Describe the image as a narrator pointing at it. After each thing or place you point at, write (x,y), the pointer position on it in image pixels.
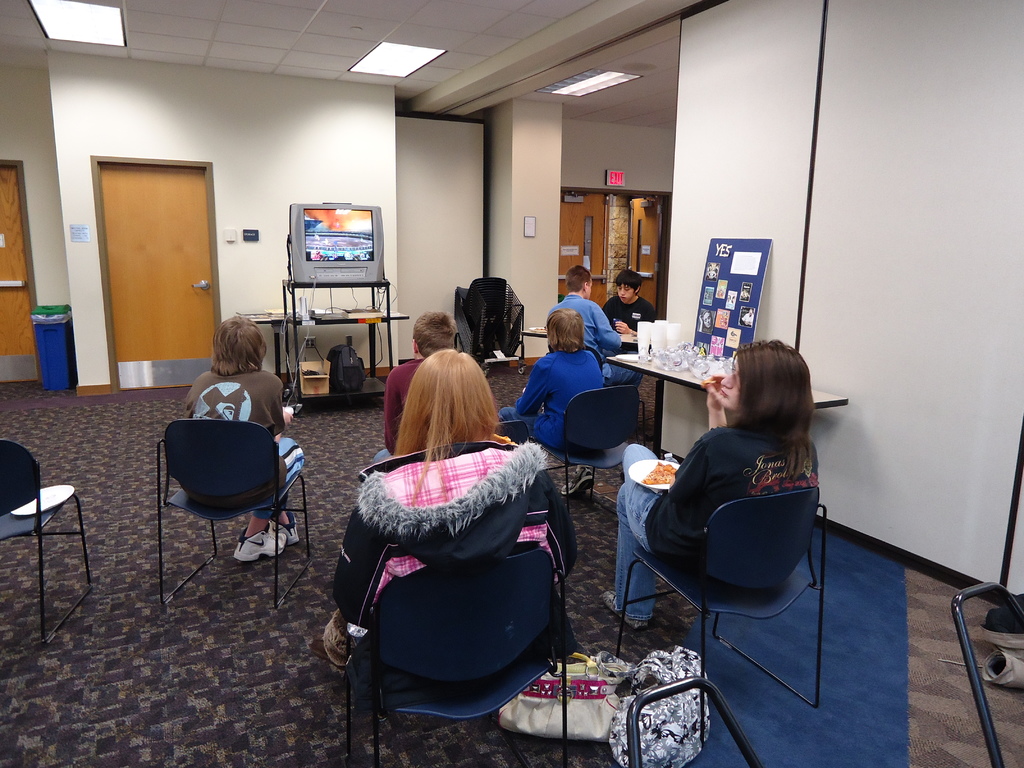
There are many person (438,392) sitting on chairs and watching television (330,237). It is on the table (287,299). in the background (149,230) there is a door (139,244) and a wall (119,118). And on the side there is a table (674,373). And on table (674,373) some cups (657,333) are there. And also a poster (734,284) is over there.
